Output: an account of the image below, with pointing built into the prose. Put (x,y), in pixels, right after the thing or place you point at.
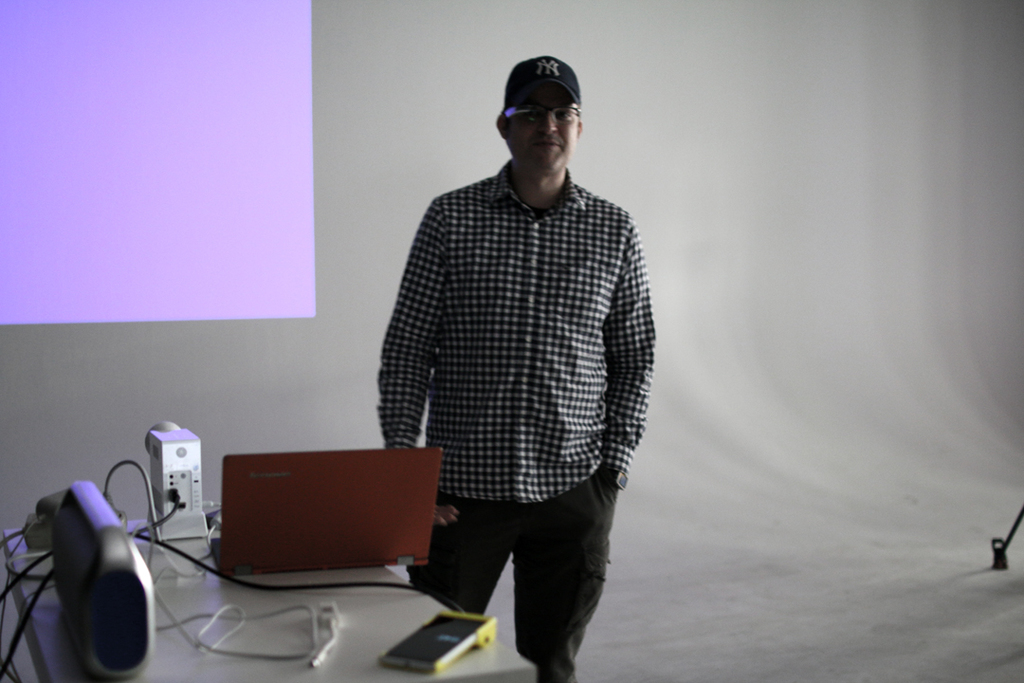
In the image, there is a man (431,234) standing beside the table (347,670) and on the table (182,593) there are some gadgets (223,565) and behind the man (510,270) there is a purple screen (157,172).
